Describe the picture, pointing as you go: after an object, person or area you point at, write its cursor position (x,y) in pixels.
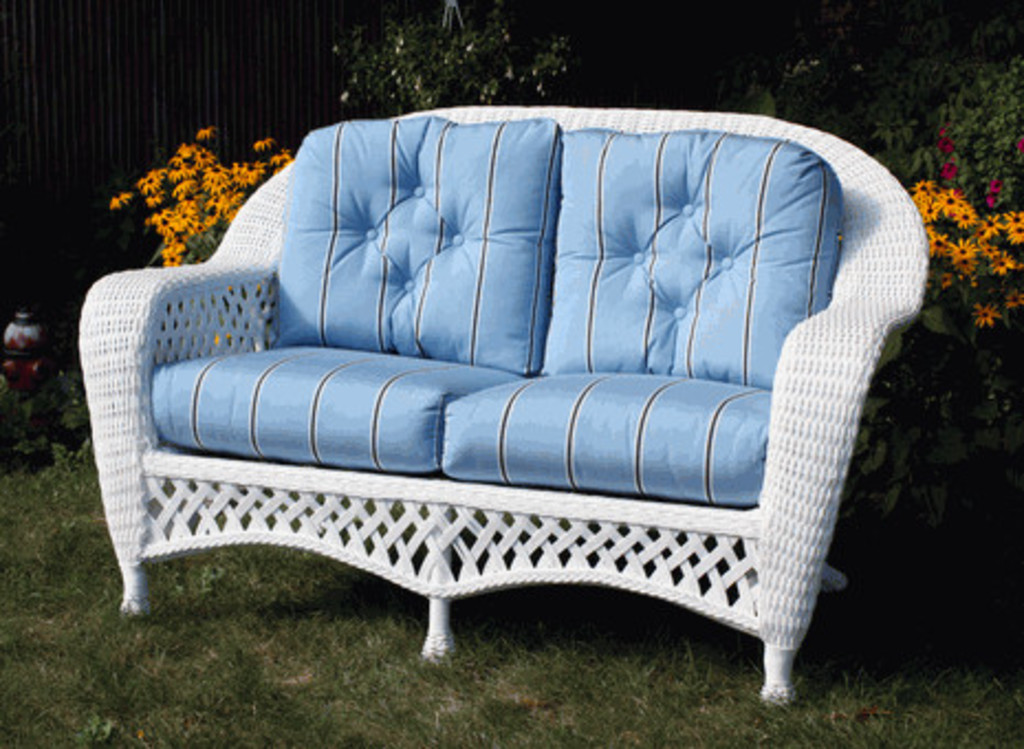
In this image I can see a couch (429,347) which is blue, black and white in color on the ground (264,619). I can see some grass (220,660), few plants (937,316) to which I can see few flowers (989,252) which are orange and pink in color. In the background (918,123) I can see few trees (783,81) and the wall (133,114).
